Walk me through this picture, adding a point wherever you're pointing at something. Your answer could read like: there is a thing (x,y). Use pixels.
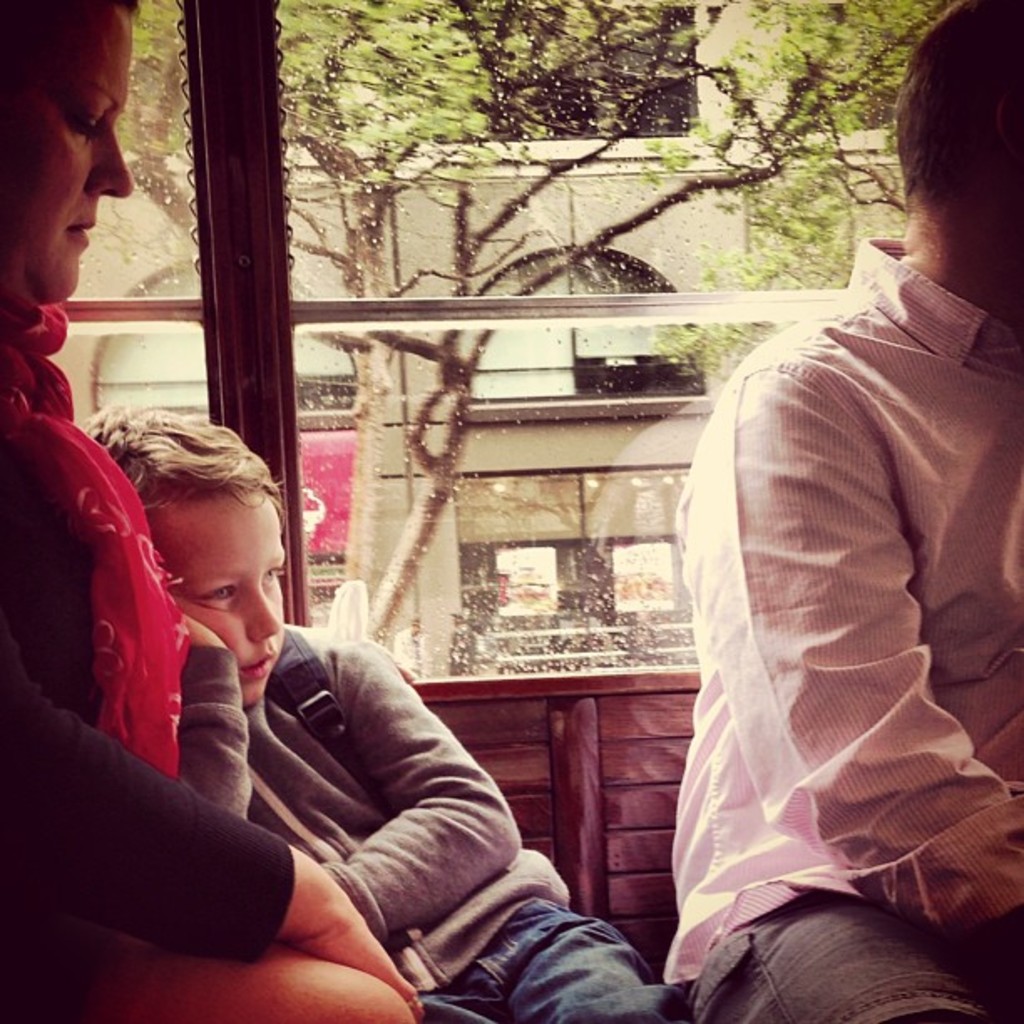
In this picture we can see three people (772,809) and in the background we can see a building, trees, posters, people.
